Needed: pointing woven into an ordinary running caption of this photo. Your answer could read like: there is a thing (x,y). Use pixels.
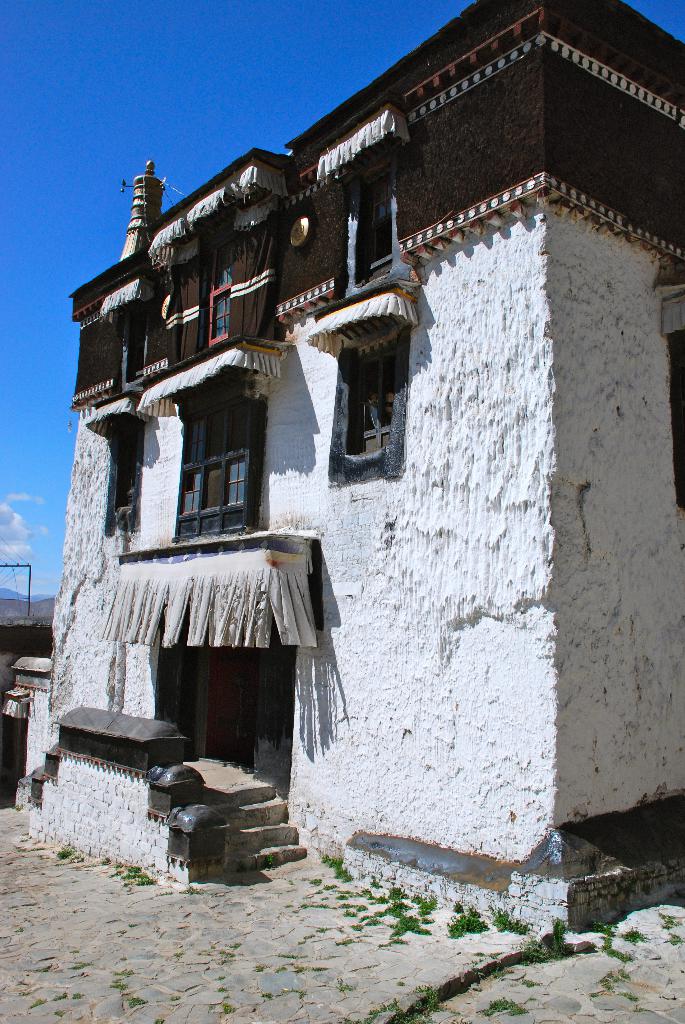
This picture shows the building (152,494) and we see clothes (225,567) hanging to the windows (227,407) and doors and we see a blue cloudy sky (109,141).
